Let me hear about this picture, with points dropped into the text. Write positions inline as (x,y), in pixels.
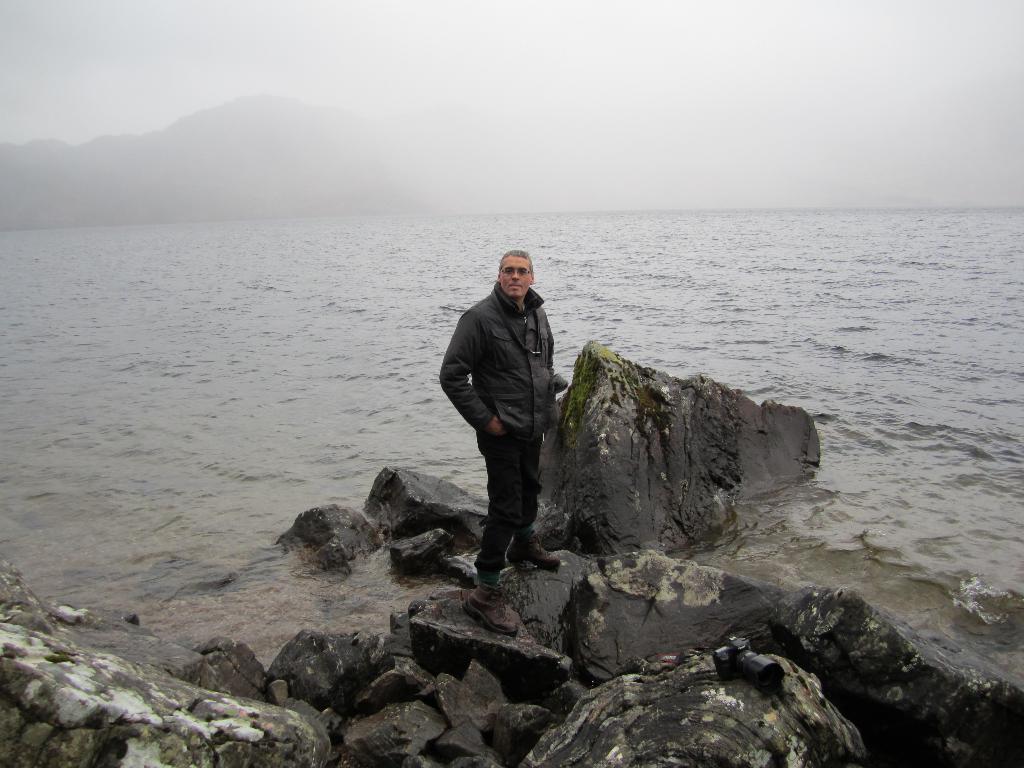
In the picture we can see some rocks (517,571) near the water (348,627), on the rocks (830,649) we can see a man (525,461) standing and he is in a black color jacket (510,353) and behind him we can see water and far away from it we can see hill (224,124) and a sky (260,20).
